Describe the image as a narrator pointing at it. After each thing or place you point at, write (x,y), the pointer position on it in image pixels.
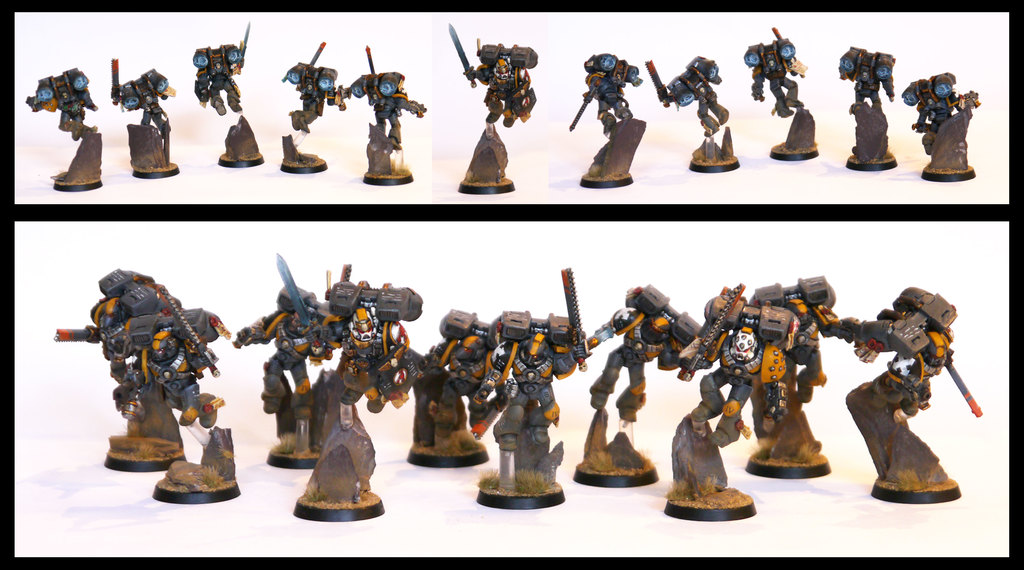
This picture shows picture of few toys (866,336) looks like robots (755,332).
